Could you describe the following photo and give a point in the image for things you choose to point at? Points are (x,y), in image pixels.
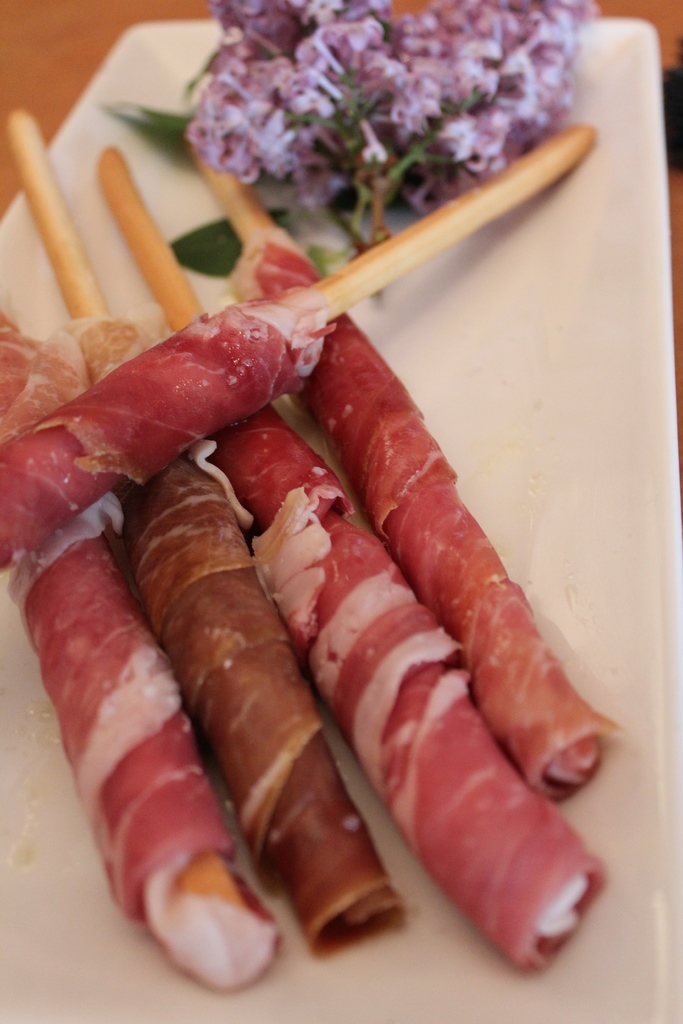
In this image there is a food item (270,383) with garnish (302,97) on the plate (531,418). In the background (94,49) there is a table (639,18). The food item (239,471) is made of meat (288,744).
